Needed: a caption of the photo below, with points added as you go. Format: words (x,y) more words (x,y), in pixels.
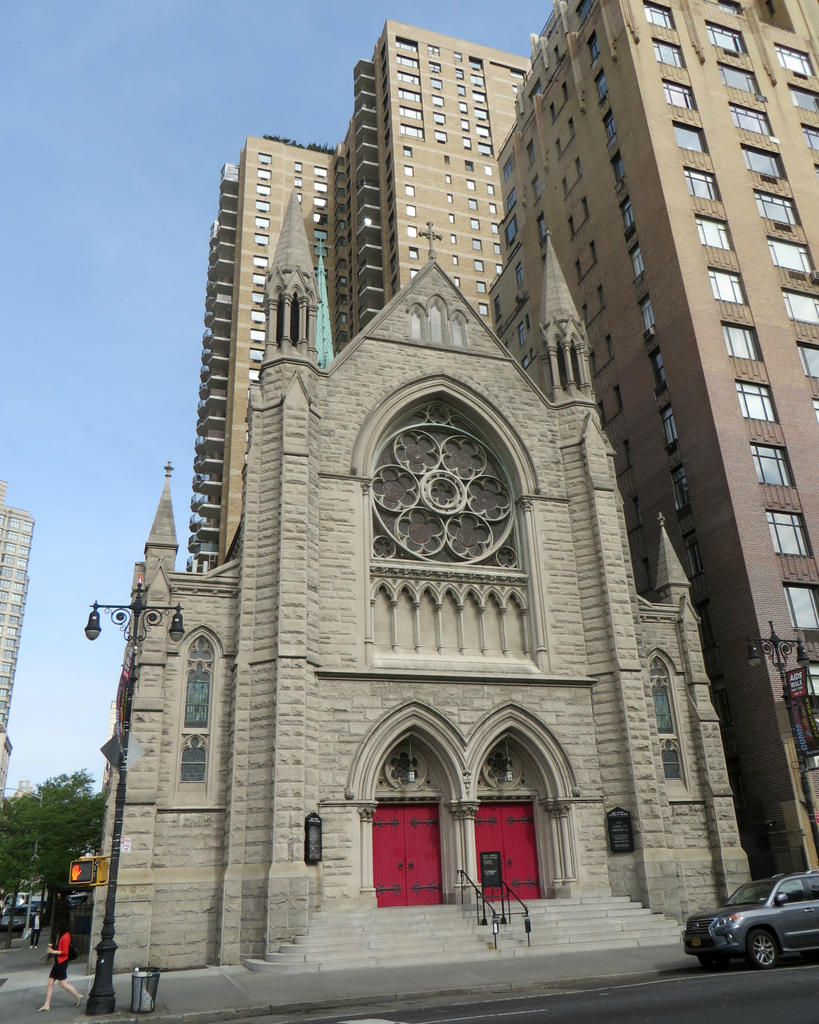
In this image we can see one church (187,586), some buildings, four objects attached to the church (578,652), one board (495,865) with text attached to the poles (504,917), one staircase (487,920), one car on the road (473,1009) on the right side of the image (731,933), some lights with poles (105,1011), some objects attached to the poles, some trees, some vehicles (23,895) on the road (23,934) on the left side of the image (5,923), one dustbin (148,995) near the pole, few objects (82,909) on the bottom left side of the image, some objects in the dustbin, two persons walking on the footpath (27,964) and holding objects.
